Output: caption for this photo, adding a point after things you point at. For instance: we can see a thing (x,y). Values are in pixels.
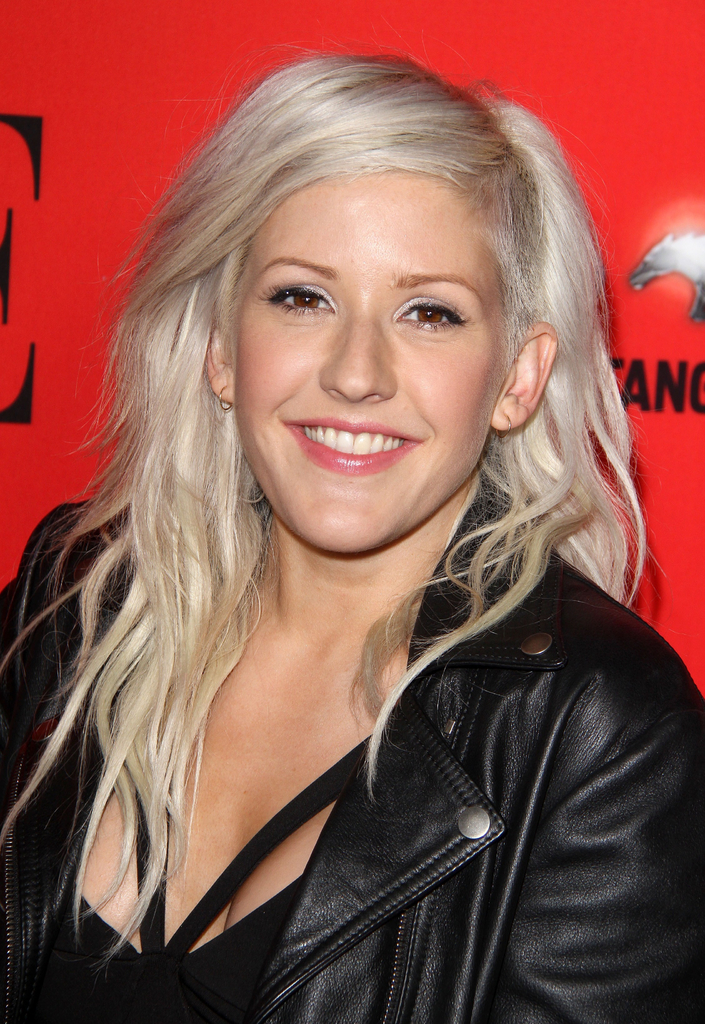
In this picture we can see a woman (500,357) here, she is smiling, we can see a red color background (121,65) here.
